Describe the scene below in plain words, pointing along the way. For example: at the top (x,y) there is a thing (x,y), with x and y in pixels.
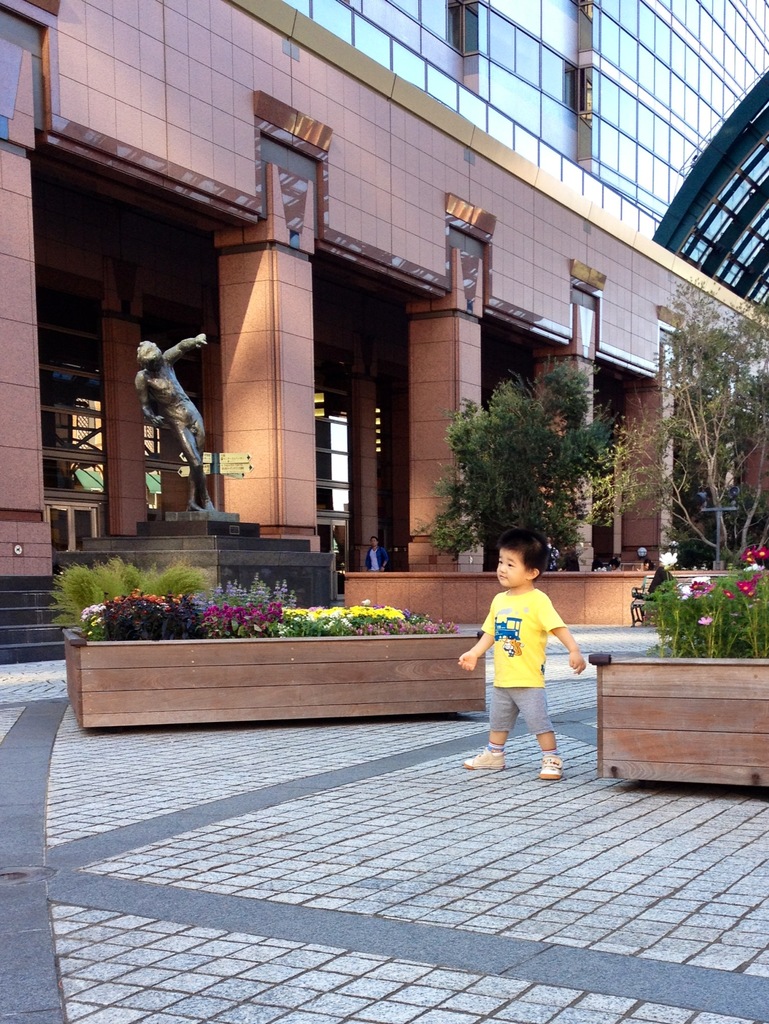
At the center of the image (492,627) there is a little boy (524,657) standing, on the either sides of the boy (521,642) there are plants (687,624). In the background (220,378) there is a building (198,378), in front of the building (205,422) there is a statue (198,430) and trees (597,495).
